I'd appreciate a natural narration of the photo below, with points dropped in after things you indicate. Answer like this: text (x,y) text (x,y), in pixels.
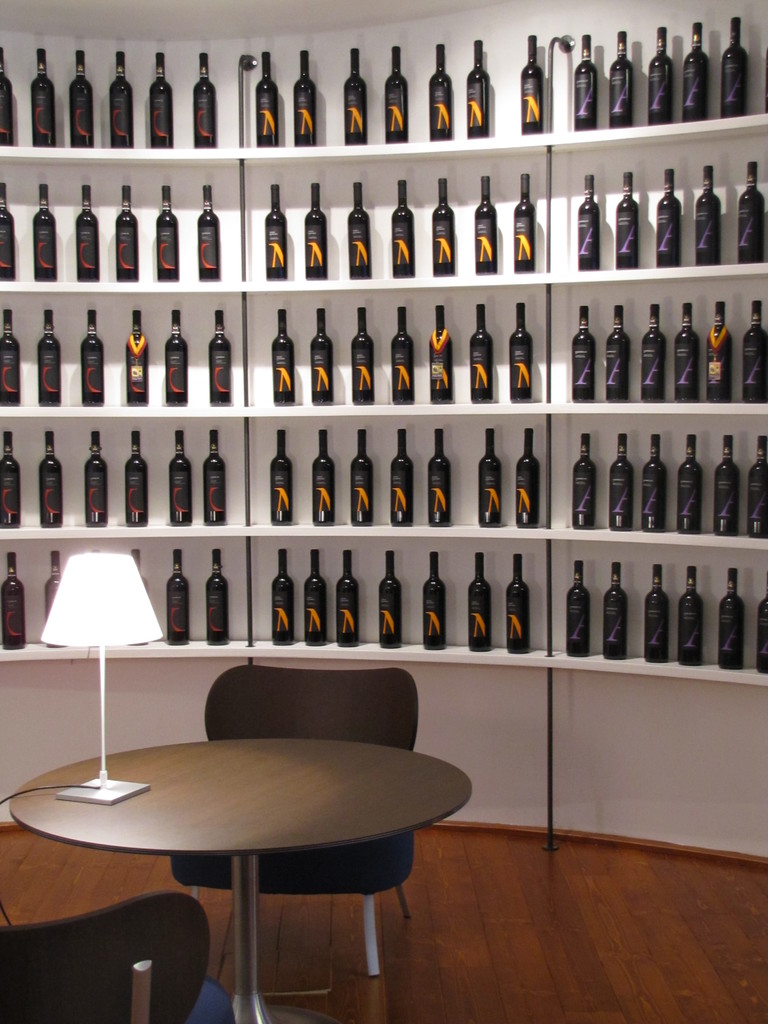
In the image we can see there is a shelf (643,658) in which there are bottles (281,353) kept and in front of it there is a table (356,795) and a chair (262,695) and table lamp (102,751).
